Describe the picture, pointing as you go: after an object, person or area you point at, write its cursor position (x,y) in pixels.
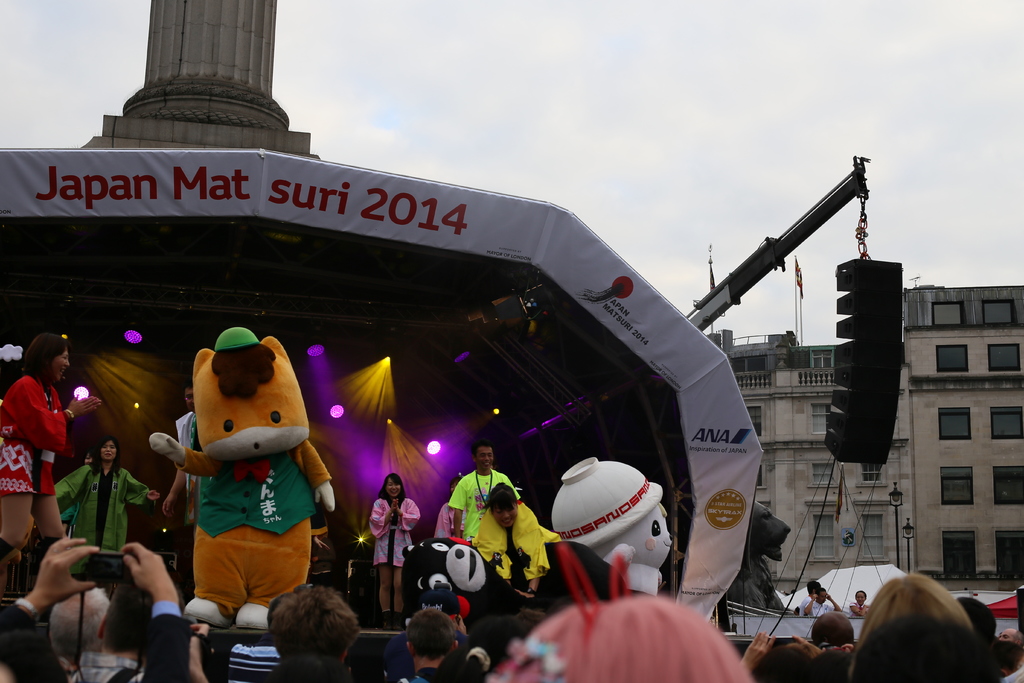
This image is taken outdoors. At the top of the image (527,95) there is a sky (801,140) with clouds (827,154) and there is a pillar (165,79). On the right side of the image (867,492) there are two buildings (887,511) with walls (897,474), windows (962,473), railings (749,378) and roofs (927,307). There is a tent (873,576) and there are a few people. In the middle of the image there is a weight lifting crane (731,286). There are a few ropes (811,543). There is a dais (424,533) with decoration (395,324) and there is a board (410,222) with a text (462,234) on it. There are a few lights (370,399). A few people (103,501) are standing on the dais (541,412) and there are a few toys (260,489). At the bottom of the image (60,630) there are a few people (239,644).
